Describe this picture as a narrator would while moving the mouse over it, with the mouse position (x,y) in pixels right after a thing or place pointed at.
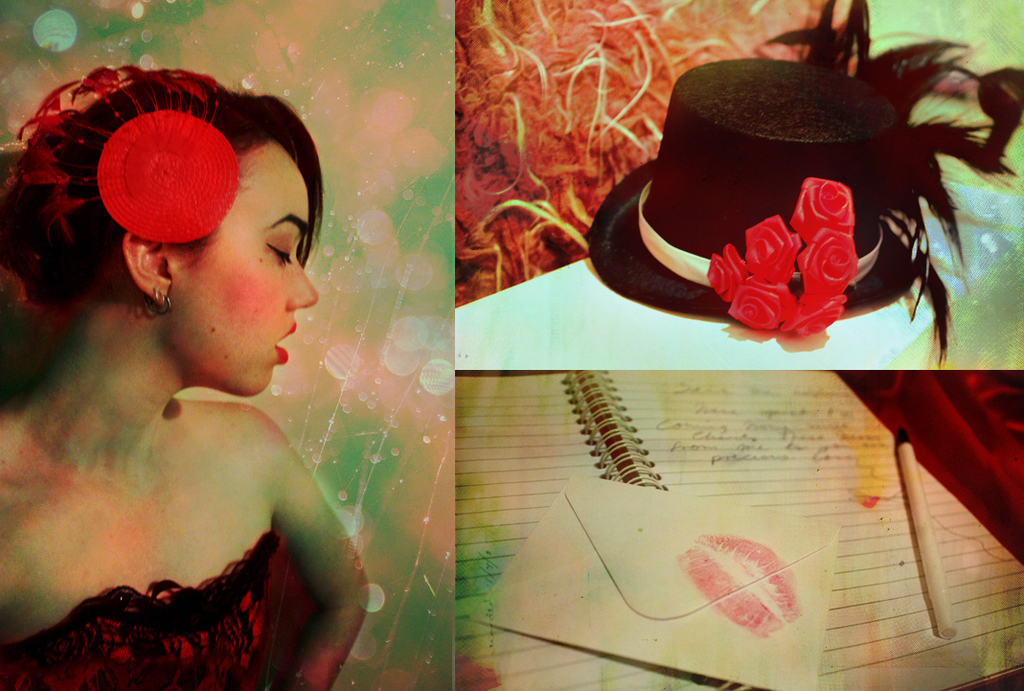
This is a collage image. On the left side of the image (221,319) there is a woman (232,234). At the top right corner of the image (826,110) there is a hat (757,207) with roses (840,234). At the bottom right corner of the image (780,579) there is an envelope (708,557), a book (723,496) and a pen (920,510).
